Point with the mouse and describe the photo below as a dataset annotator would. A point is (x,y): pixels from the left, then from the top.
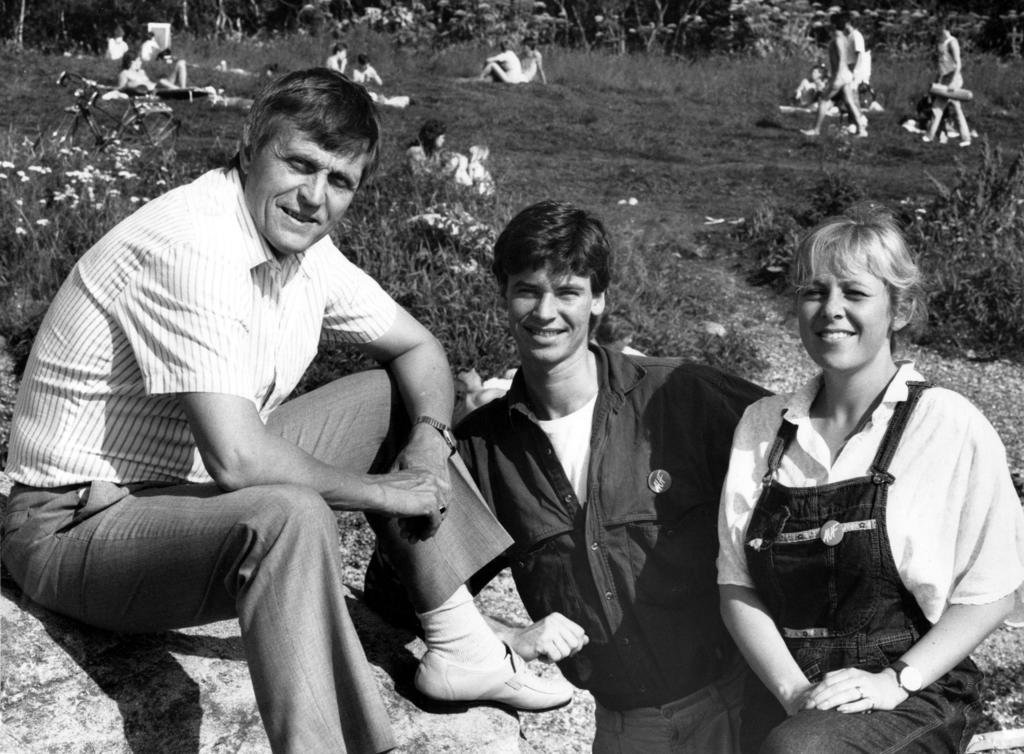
This is a black and white image. We can see there are three persons (390,519) sitting on a rock (517,604). Behind the three persons (396,369), there is grass (428,287), groups of people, a bicycle (159,104) and trees (677,14).
